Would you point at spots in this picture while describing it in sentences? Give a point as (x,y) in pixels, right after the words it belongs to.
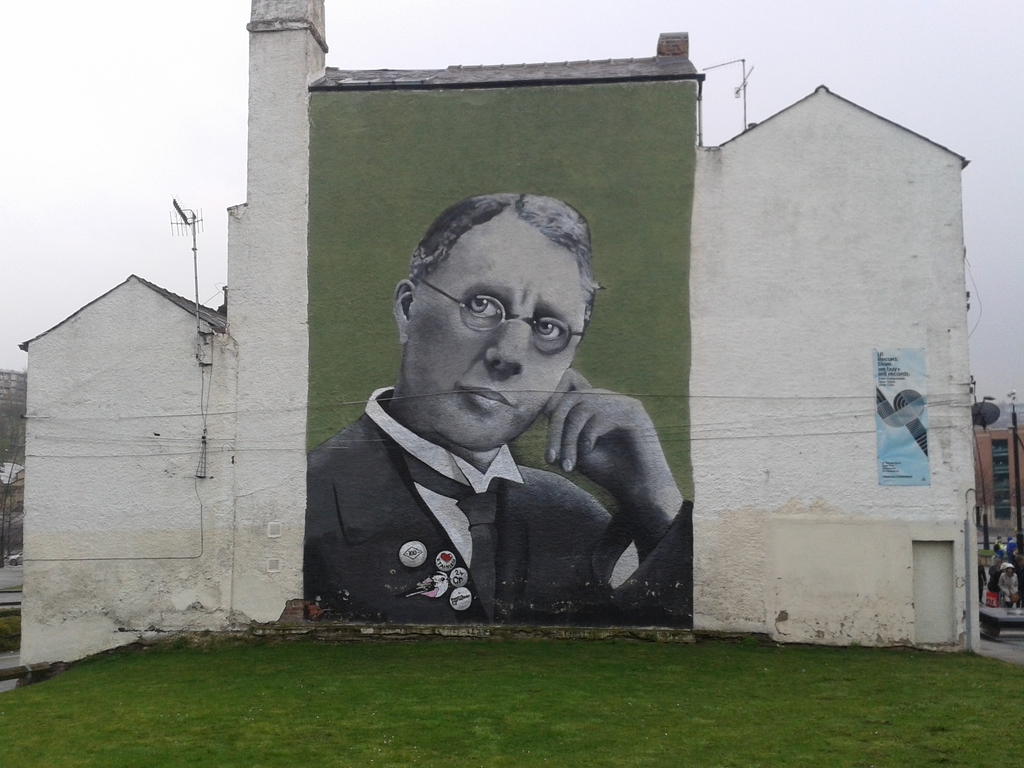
In this picture we can see a building (778,327) here, there is a board (882,432) pasted on the wall (854,438) here, here we can see a painting (554,319) of a person (425,400), at the bottom (772,710) there is grass (590,698), we can see sky (930,72) at the top of the picture (973,101), we can see an antenna (190,222) here.
